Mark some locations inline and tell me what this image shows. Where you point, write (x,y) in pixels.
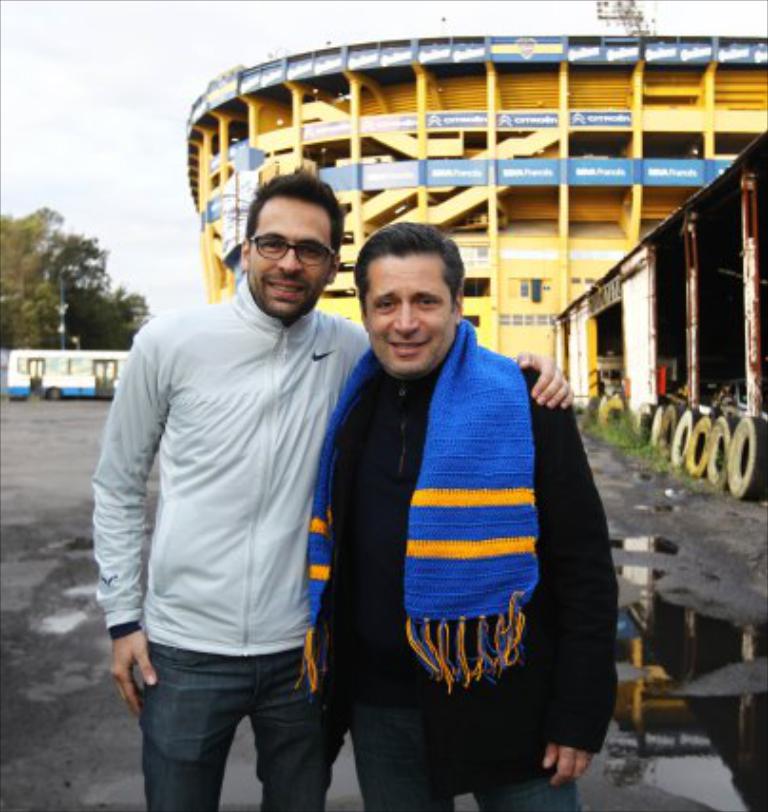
In this image I can see two people (533,486) are standing and wearing different color dresses (427,479). Back I can see few trees (83,251), vehicles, few tires (661,433), shed (661,265) and yellow and blue color building (587,190). The sky (188,97) is in white color.
